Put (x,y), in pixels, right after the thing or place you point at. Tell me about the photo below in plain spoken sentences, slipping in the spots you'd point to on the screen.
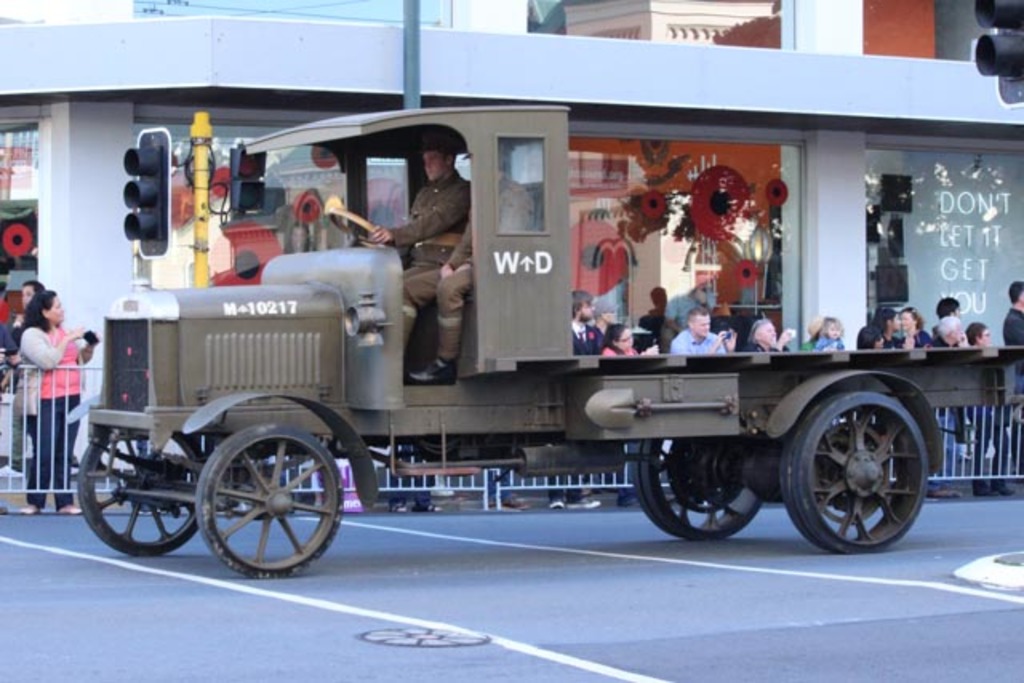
In this image we can see two men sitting in a vehicle (938,356) which is on the road (431,593). On the backside (904,208) we can see a group of people (402,454) standing beside a fence (535,484), the traffic signals (145,222), a building (219,265), some wires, a pole (415,73) and the sky (378,0). On the right side (945,283) we can see some text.
